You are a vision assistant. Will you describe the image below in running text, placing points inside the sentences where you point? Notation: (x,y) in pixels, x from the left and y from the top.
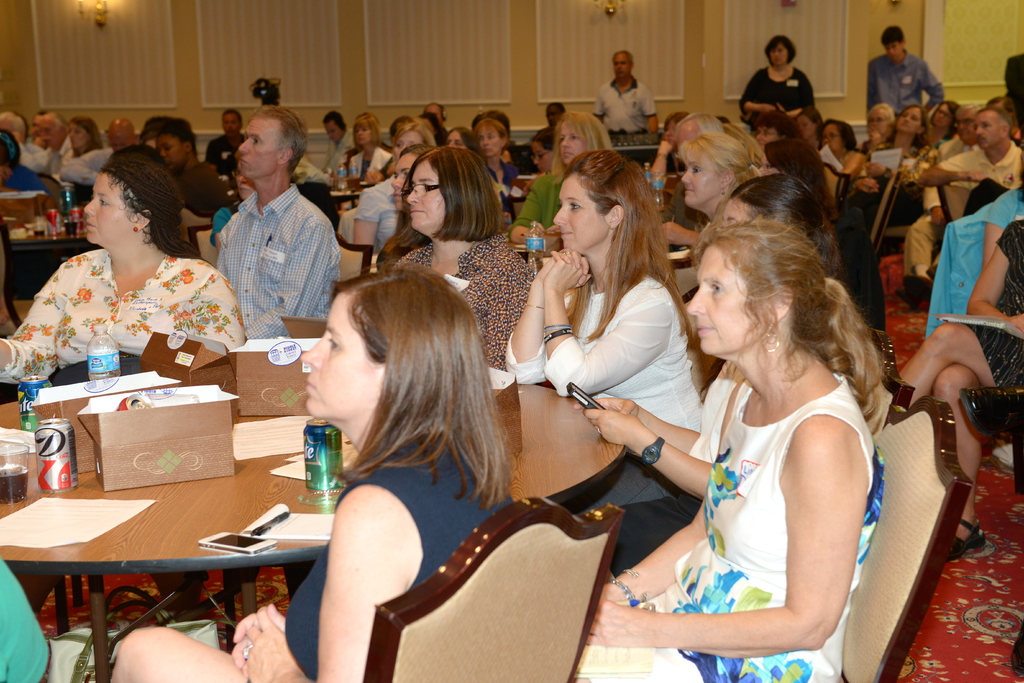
There is a big hall (693,9) in which there are so many people (411,301). There is a table (555,412) on which we have box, drink (48,443), bottle (99,364), paper (74,534), mobile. There is a woman (411,568) sitting on a chair (473,650). A woman (648,503) is wearing a watch (653,450) to her left hand (625,426) while holding a mobile (592,398) with both the hands (634,436). A man (263,267) is sitting on chair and looking forward. At the background (299,29) we have a wall (244,27) with a design (259,27) on it. And there is a red carpet (999,620) on the floor (1000,519). A woman (454,205) is wearing a spectacles (429,187).
